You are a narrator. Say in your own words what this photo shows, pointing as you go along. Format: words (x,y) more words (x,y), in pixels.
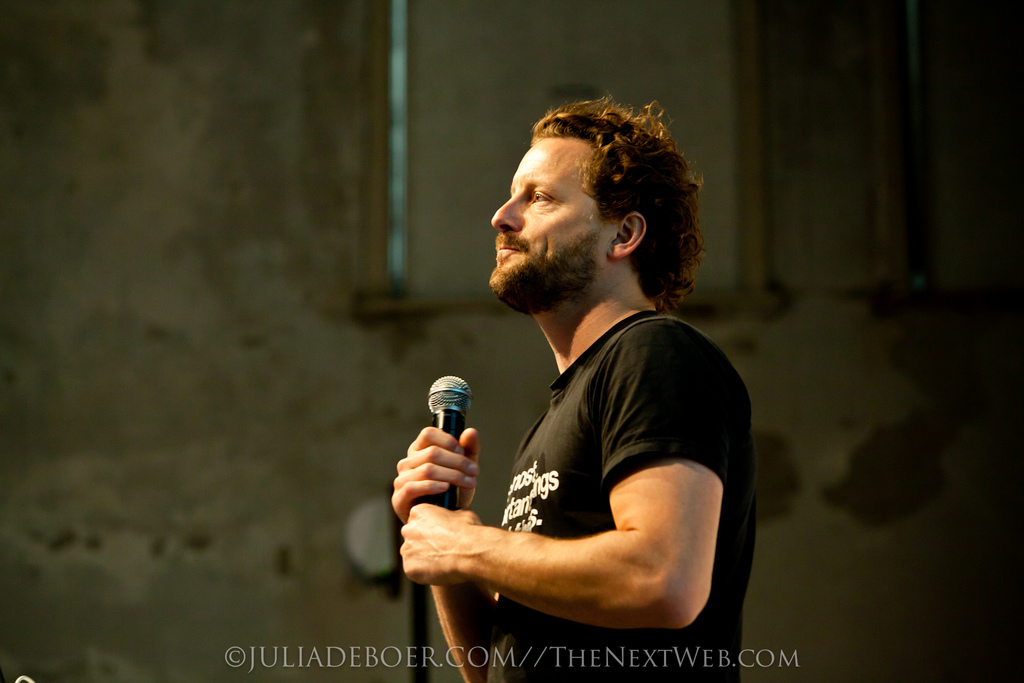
In this picture we can see a man (645,459) is standing and holding a microphone (440,409), he wore a black color t-shirt (644,429), in the background (219,339) there is a wall (229,235), we can see some text (385,653) at the bottom (401,653).
